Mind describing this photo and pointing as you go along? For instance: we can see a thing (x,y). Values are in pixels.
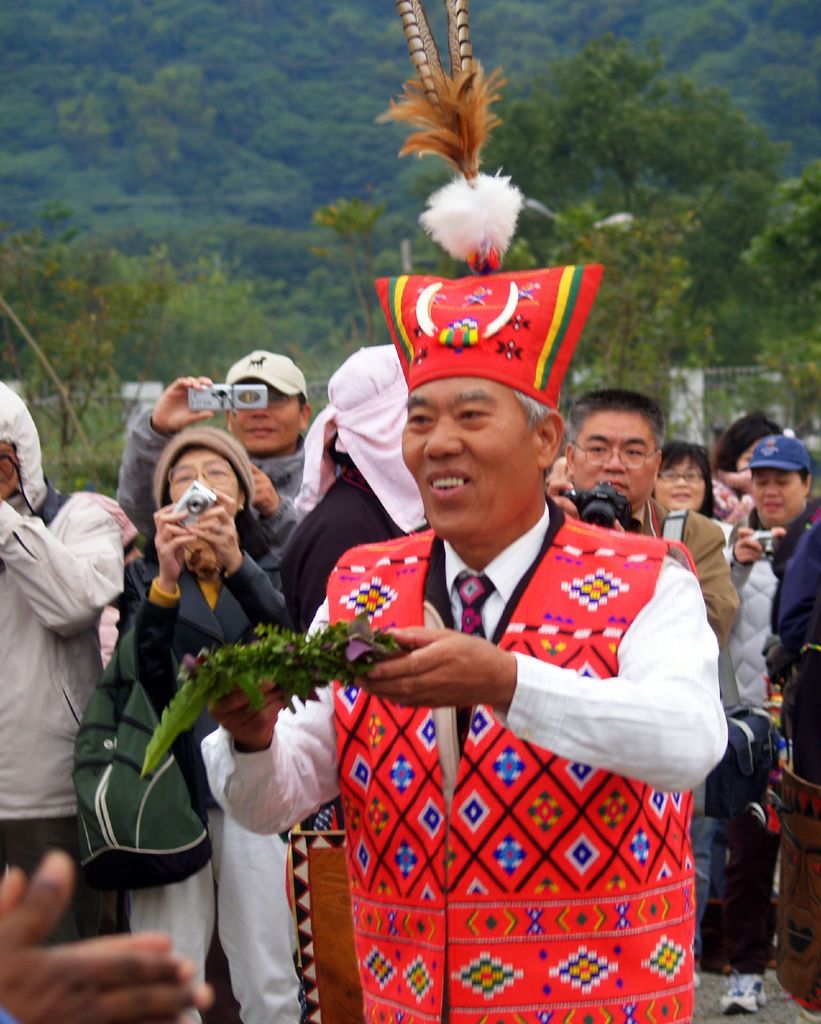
In the image in the center, we can see few people (554,580) were standing and smiling, which we can see on their faces (442,497). And we can see few people (771,509) were holding some objects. In the background (253,72) we can see trees (68,149).
